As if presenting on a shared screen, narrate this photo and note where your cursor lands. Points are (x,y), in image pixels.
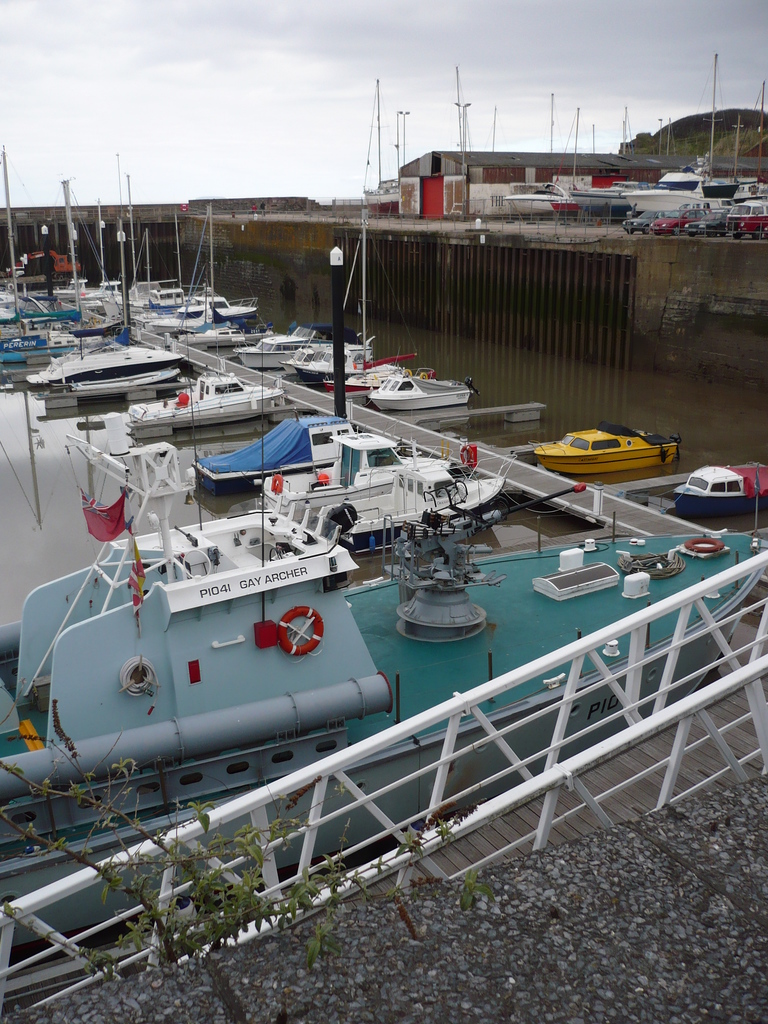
In the foreground of the image (114,1004) we can see a plant (316,939) and road (596,950). In the middle of the image (456,675) we can see some ships (371,446) and some water body (568,421). On the top of the image (259,113) we can see ships (645,204) and the sky (259,113).
